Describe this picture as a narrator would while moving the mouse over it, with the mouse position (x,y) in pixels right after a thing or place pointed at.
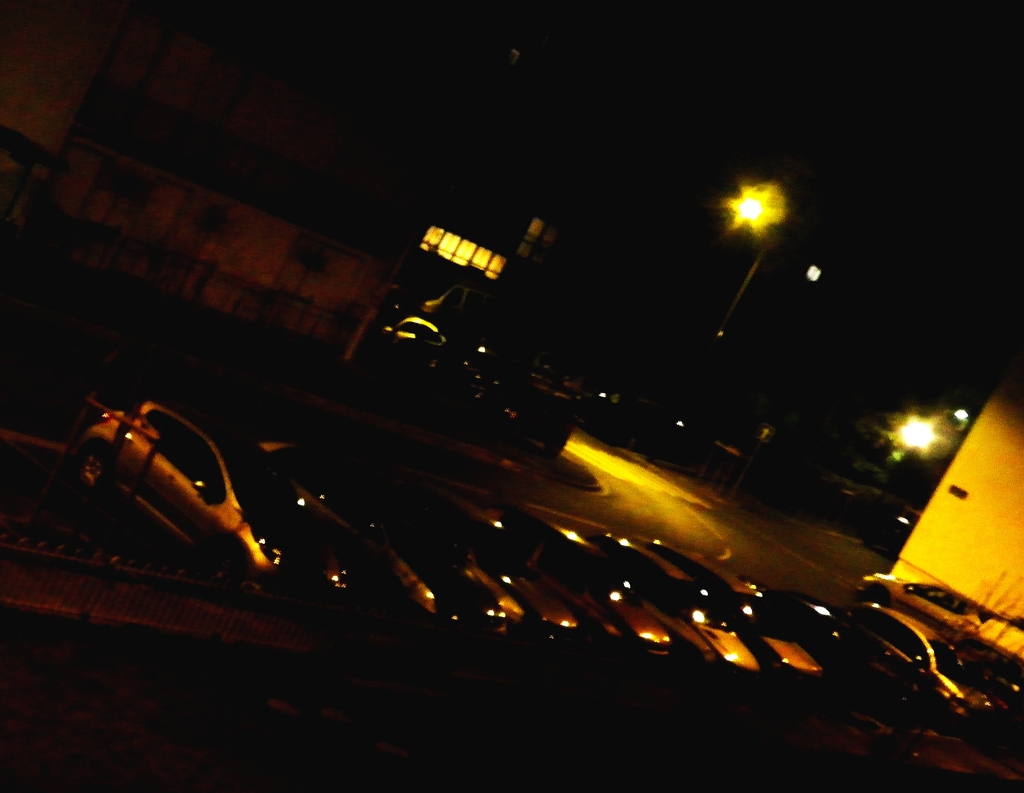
The image is dark. We can see vehicles (456,491) on the road (802,531), buildings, light poles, lights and other objects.
